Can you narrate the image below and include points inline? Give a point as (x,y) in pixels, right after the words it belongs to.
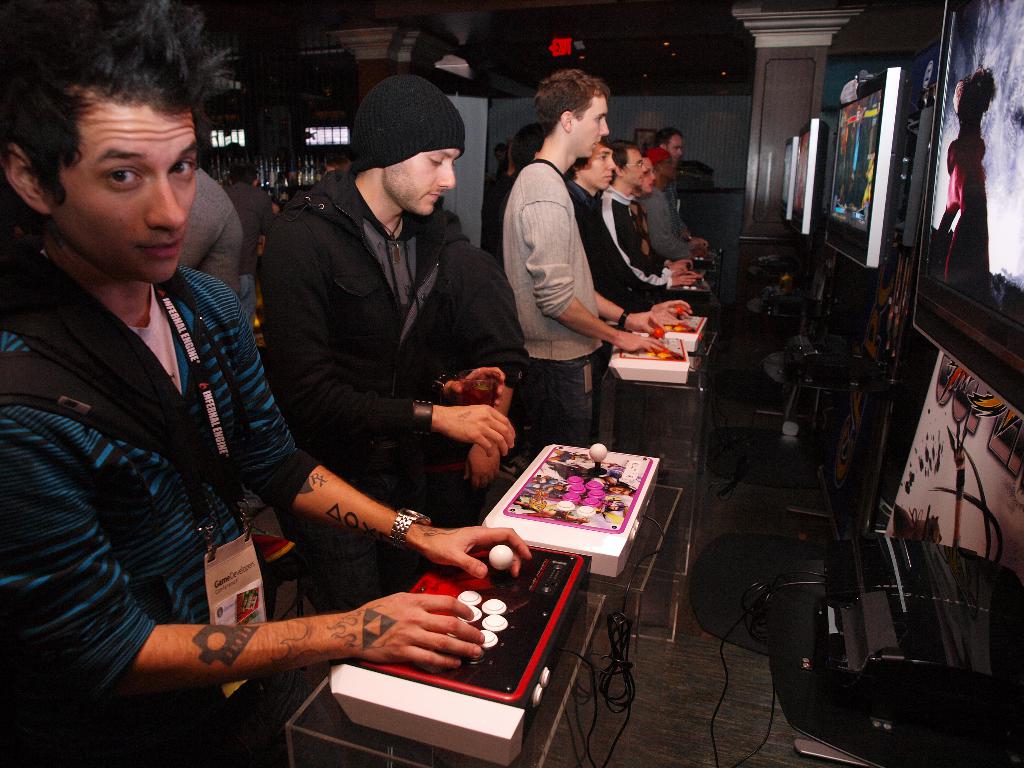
In this image there are group of people (338,414) standing and playing the video games (981,219) by pressing the buttons (559,504) and holding the joysticks (605,457), there are cables (807,572), televisions (797,156) fixed to the wall (787,122).
